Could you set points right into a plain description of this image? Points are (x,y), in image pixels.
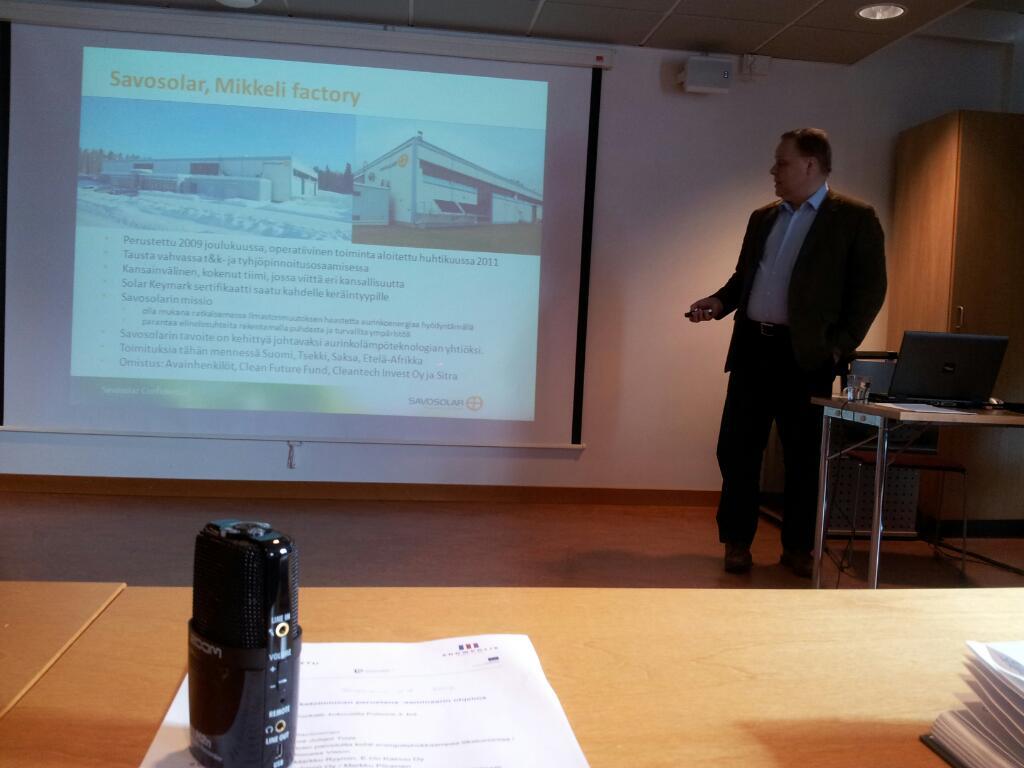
a person (845,251) standing in front of a table (876,422) on the table (856,420) there are many items (896,398) here we can see a screen (446,212) on the wall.
